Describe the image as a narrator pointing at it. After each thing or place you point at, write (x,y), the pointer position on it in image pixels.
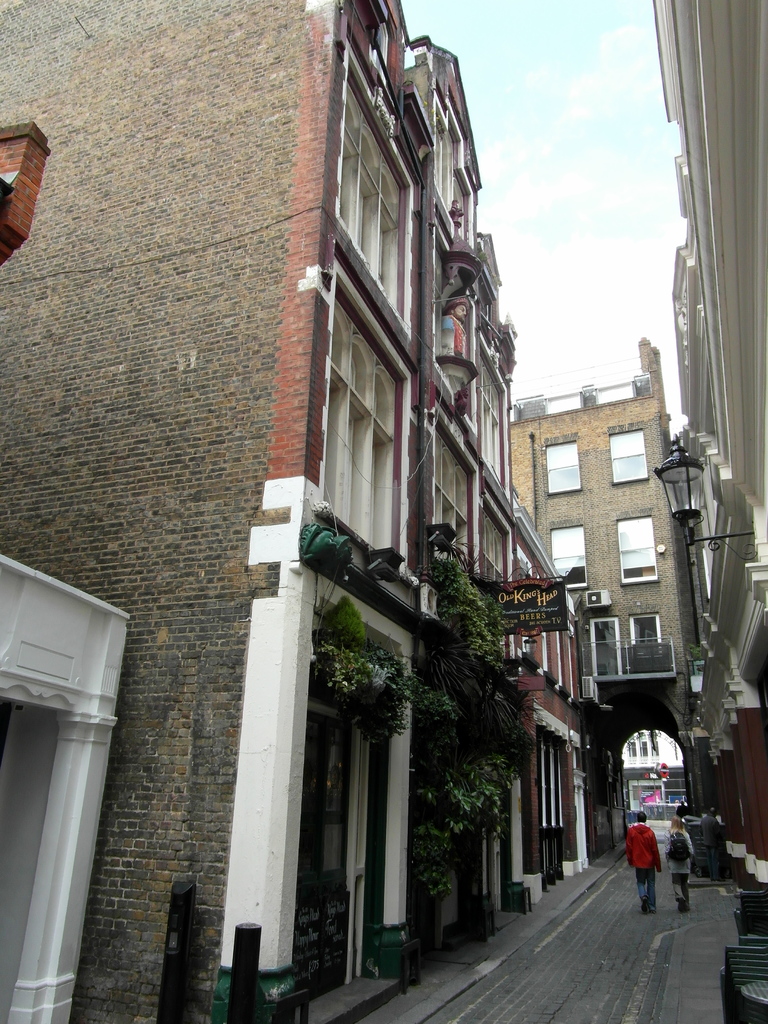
In this image, we can see buildings (237,713), walls (201,446), windows (765,709), plants (385,699), boards (345,909), light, poles (238,996) and few objects (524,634). At the bottom of the image (652,849), we can see two persons (654,867) walking through the walkway (636,909). In the background (584,307), there is the sky (594,199).
